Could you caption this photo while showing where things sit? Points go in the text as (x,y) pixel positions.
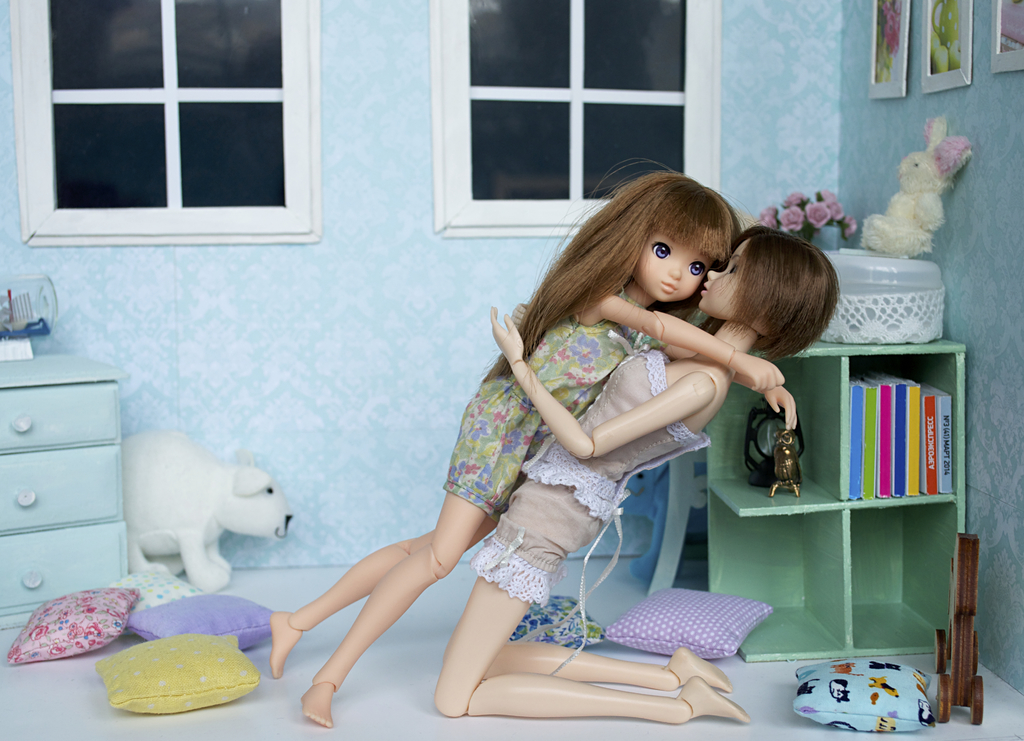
In this image in the center (535,467) there are dolls (498,496). In the background (55,521) there are cushions (251,645) on the ground (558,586), there is a chest of drawers (53,473) and there is a shelf (842,453) and in the shelf (723,498) there are books (917,491) and on the top of the shelf (907,505) there are flowers (821,222) and there is a teddy bear (909,192). On the right side of the wall (958,110) there are frames (962,76) and in the background (249,178) there are windows (312,121) and there is an object (196,501) in front of the wall (354,497) which is white in colour.
